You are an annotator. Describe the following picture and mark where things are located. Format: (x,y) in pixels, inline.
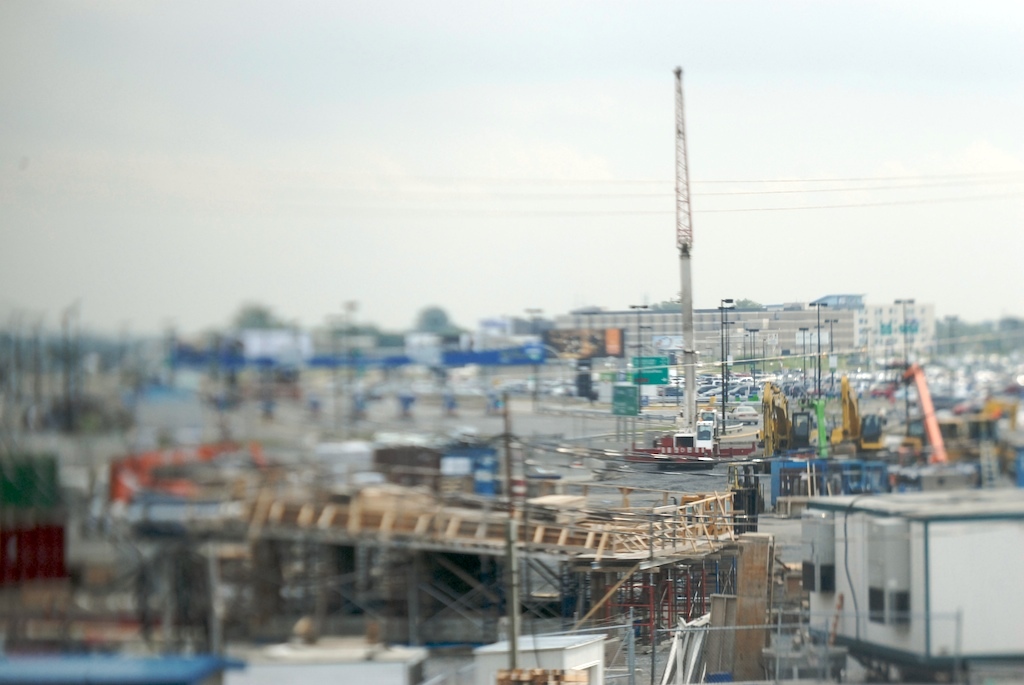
In this image I can see there were buildings (709,337) and vehicles (828,380). And there is a Streetlight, pole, Wires (718,458) and machine (694,436). And at the left side (233,448), it looks like a blur. And at the top (559,124) there is a sky (573,164).
